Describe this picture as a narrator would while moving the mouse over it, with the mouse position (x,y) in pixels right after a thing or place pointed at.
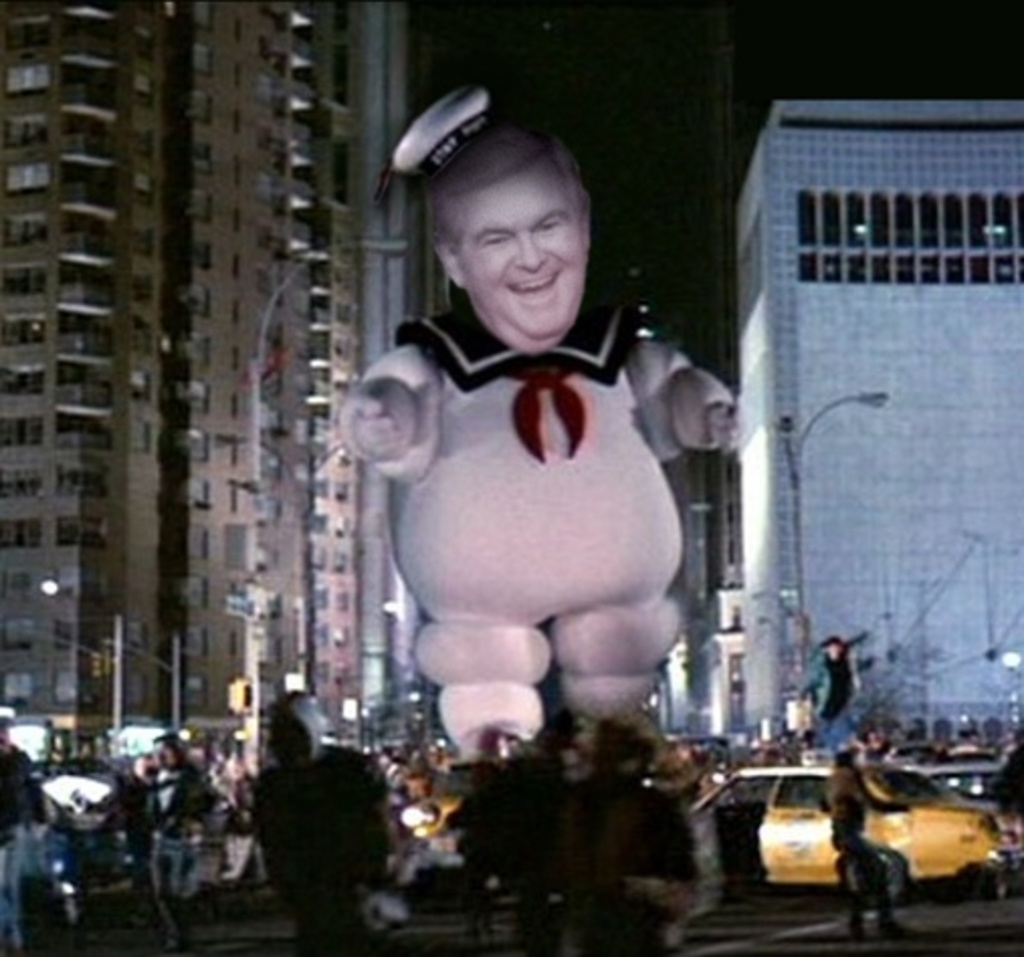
In this image we can see a statue (513,514). At the bottom of the image (489,845) we can see people (340,803) and cars (945,817) on the road (971,912). Background of the image (835,437), buildings (791,331) and poles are there.
